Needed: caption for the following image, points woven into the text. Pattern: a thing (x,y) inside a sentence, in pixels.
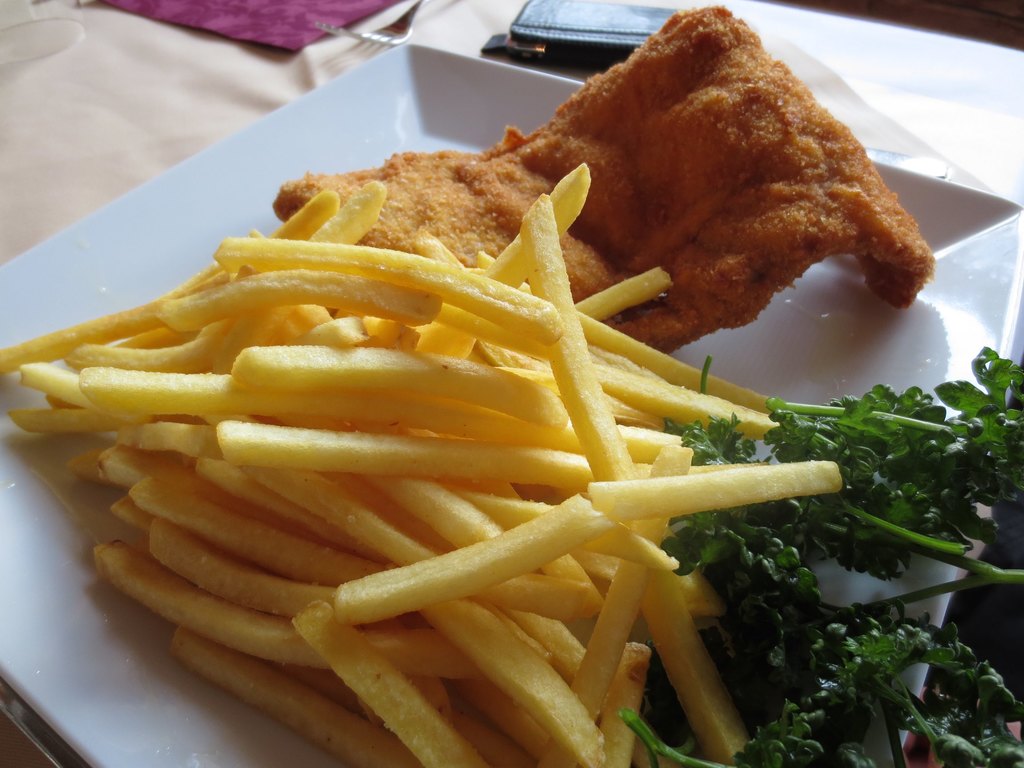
In this picture we can see the food (999,682) on a plate (31,537). We can see a cloth (59,57), fork (335,31) and few objects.
